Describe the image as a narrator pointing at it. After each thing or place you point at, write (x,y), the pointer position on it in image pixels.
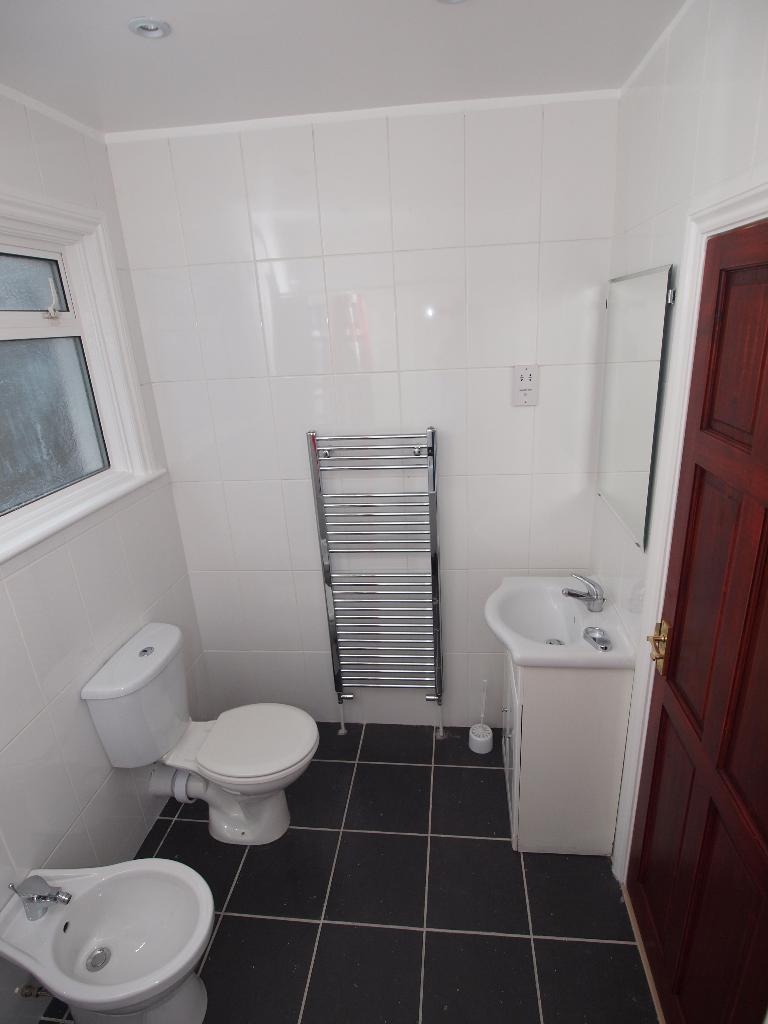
In this image I can see the black colored floor (367,854), a toilet seat (277,797), a flush tank (148,672), two sinks (519,650), the white colored wall (437,347), the white colored ceiling (373,61), the window (70,396), a mirror (607,395), the brown colored door (715,785) and a metal object (418,609) attached to the wall (422,484).
